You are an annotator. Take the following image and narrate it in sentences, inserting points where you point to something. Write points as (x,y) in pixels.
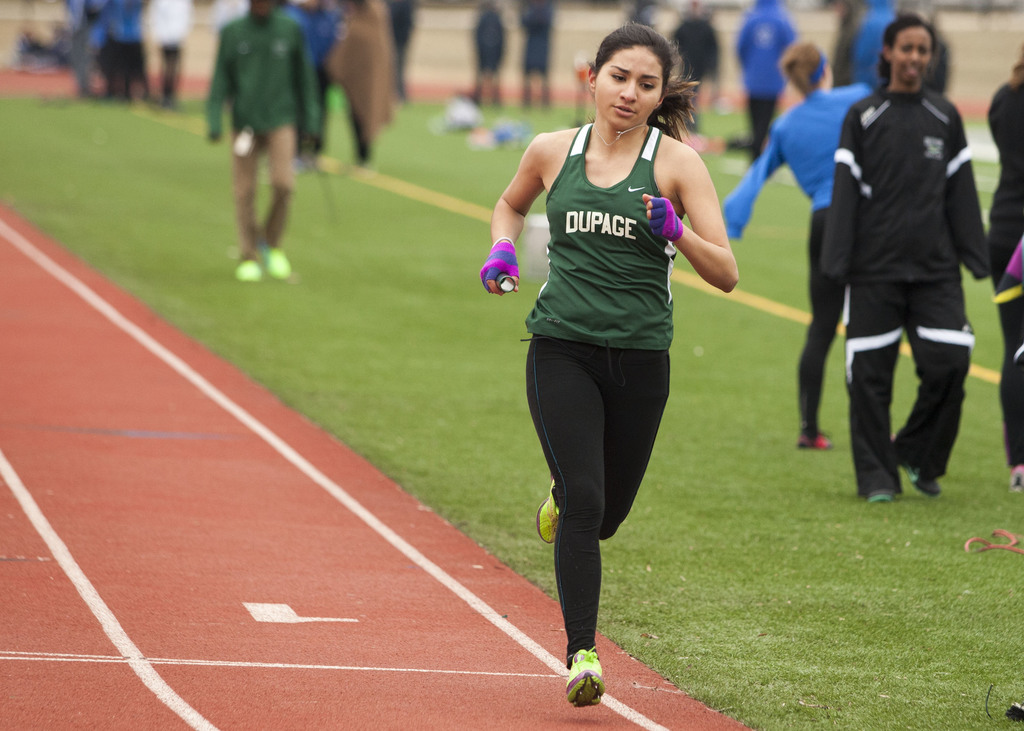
In this image I can see a woman (592,265) wearing green and white colored top (615,248) and black pant (589,390) is running on the ground (555,651). In the background (362,329) I can see some grass (425,318), few other persons (531,73) standing on the ground (802,335) and few other objects (447,122) on the ground (536,120).
